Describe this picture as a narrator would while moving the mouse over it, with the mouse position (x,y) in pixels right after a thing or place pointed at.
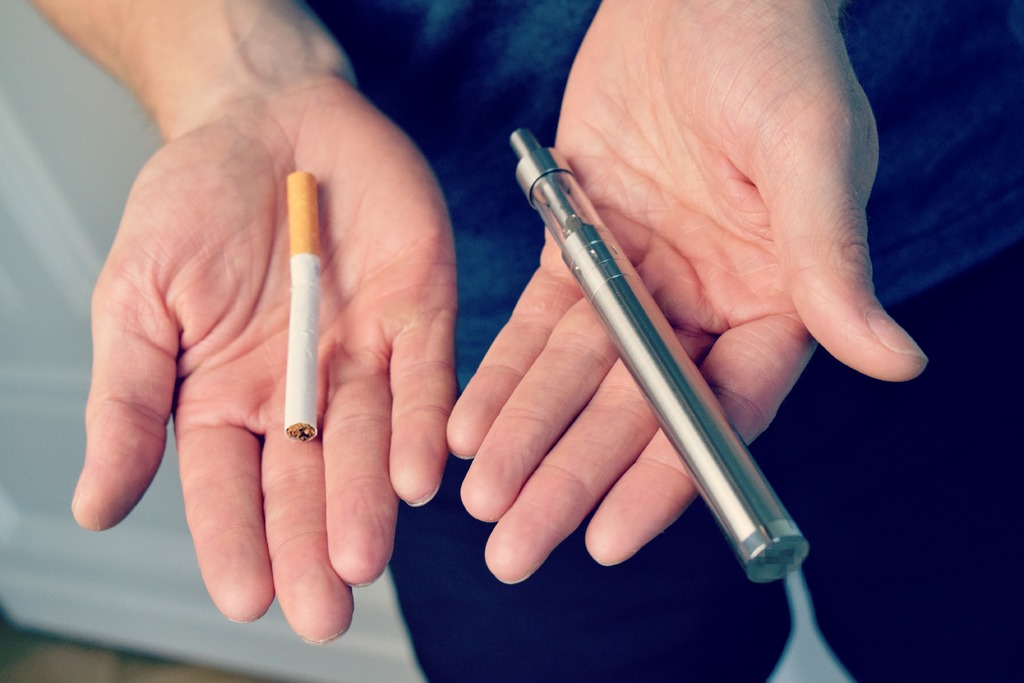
In this picture there is a person (411,131) holding a cigarette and an object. In the background of the image (214,627) it is white.
